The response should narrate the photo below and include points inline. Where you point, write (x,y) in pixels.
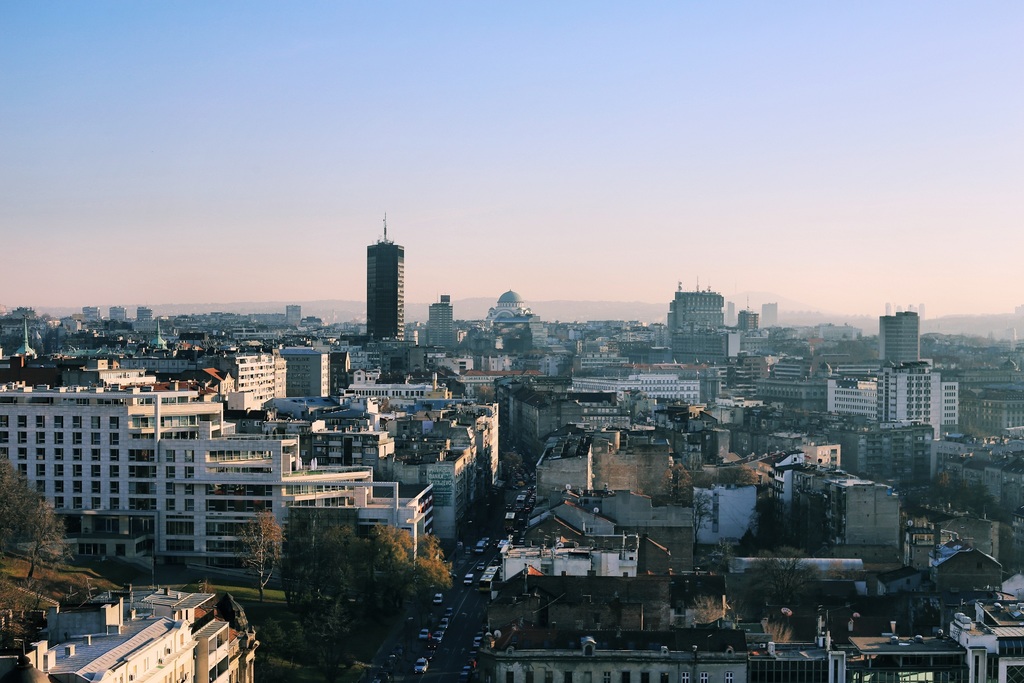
In this image I can see few buildings (335,334), windows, trees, sky (105,139) and few vehicles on the road (466,626).
